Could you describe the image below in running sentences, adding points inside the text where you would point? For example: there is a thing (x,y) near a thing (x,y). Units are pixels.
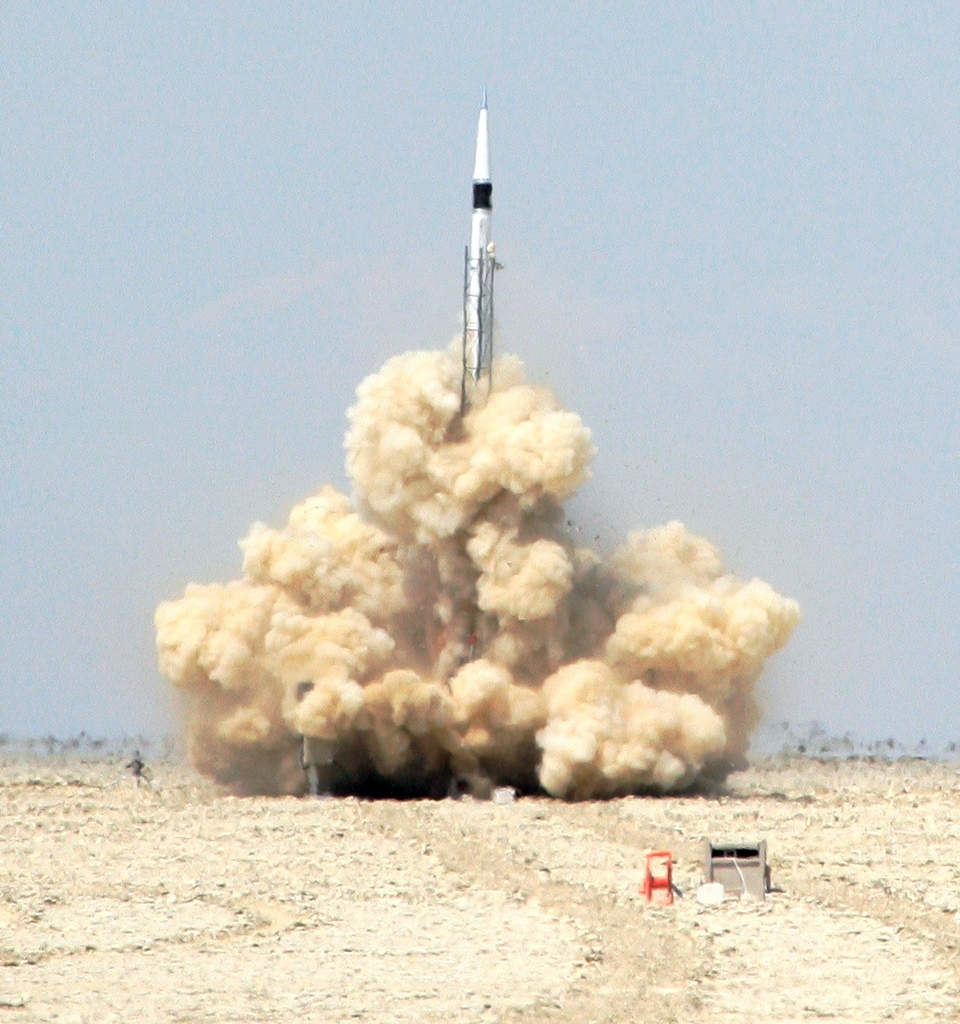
In this image there is a rocket (480,351) in the middle (482,370) which is ready to leave. At the bottom (363,862) there is sand (470,800). In the background (56,737) there are trees (84,735) at some distance. There is full of dust (428,576) around the rocket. At the top (191,123) there is the sky (264,170). On the right side (710,864) bottom there is a box (724,858).
